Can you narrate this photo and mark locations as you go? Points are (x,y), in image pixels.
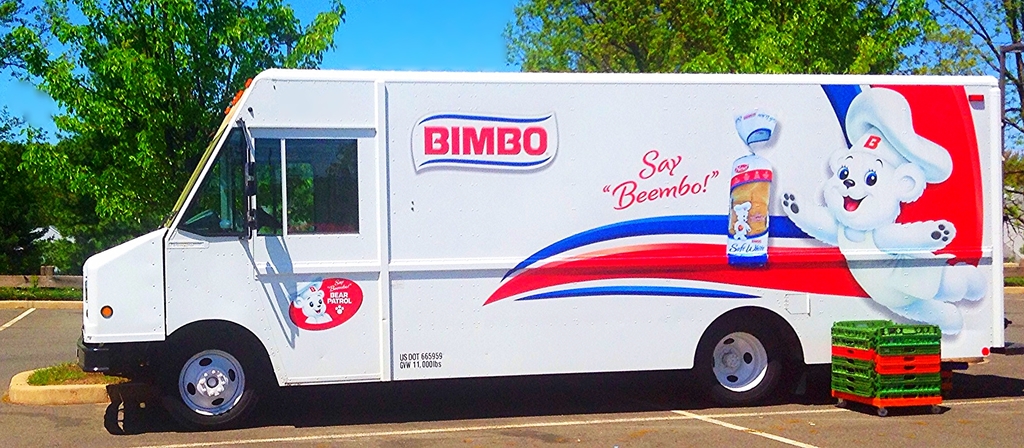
In front of the picture, we see a vehicle (440,232) in white color is parked on the road (129,431). On the vehicle (378,234), it is written as "BIMBO". Beside that, we see blocks (929,371) in green and red color. At the bottom of the picture (361,427), we see the road (111,419). There are trees (770,33) in the background (810,63). At the top of the picture (432,34), we see the sky (403,25).
